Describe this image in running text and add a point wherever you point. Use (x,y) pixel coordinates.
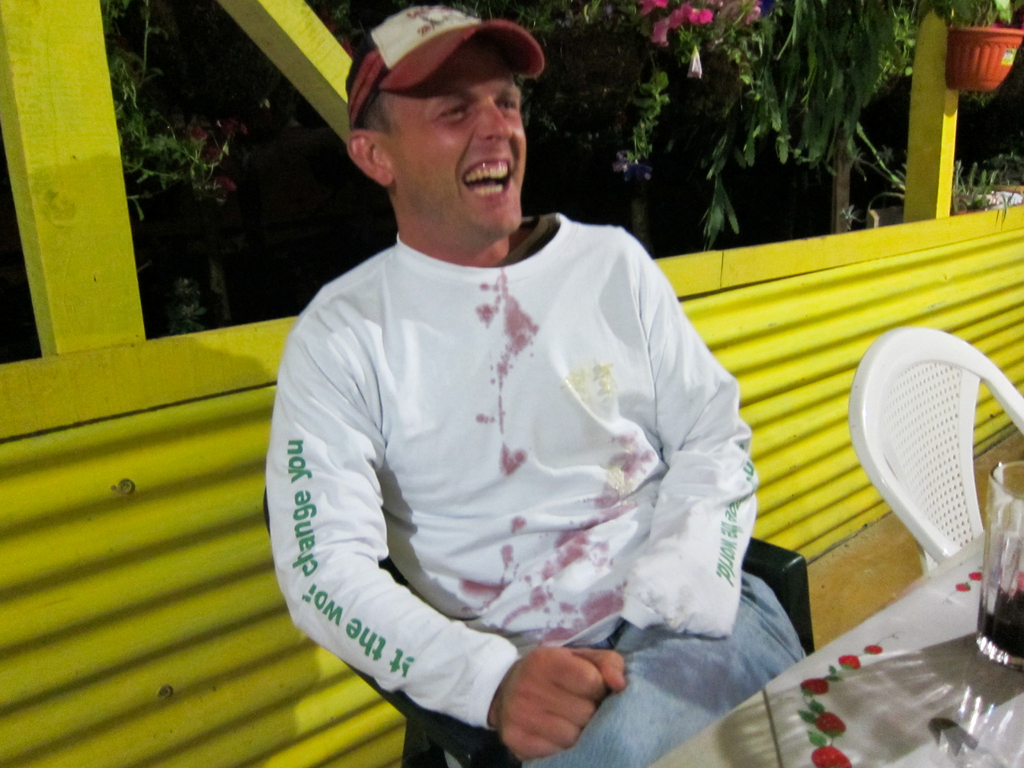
In this picture I can see a man (535,563) sitting on the chair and he is wearing a cap (385,56). I can see another chair (916,371) on the right side (904,450) and a glass (996,581) on the table (967,615) and looks like a fence (734,309) and few trees (652,107) in the background (687,113) and a plant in the pot (965,75).
